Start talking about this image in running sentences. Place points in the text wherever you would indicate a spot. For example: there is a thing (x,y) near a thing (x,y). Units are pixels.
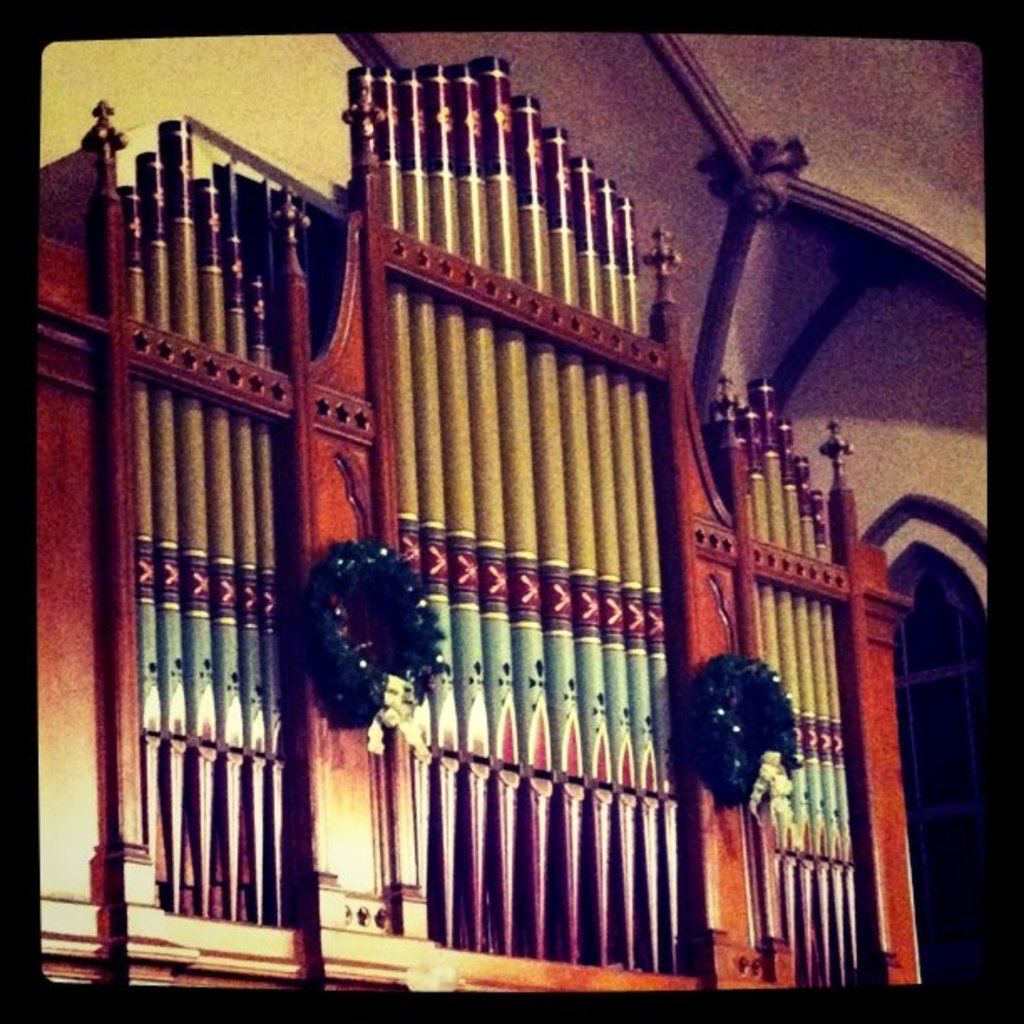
In this image we can see a wooden frame (367,861) with two garlands (756,708) on it, we can also see walls (915,306), around the image we can see the black color border (822,1020).
